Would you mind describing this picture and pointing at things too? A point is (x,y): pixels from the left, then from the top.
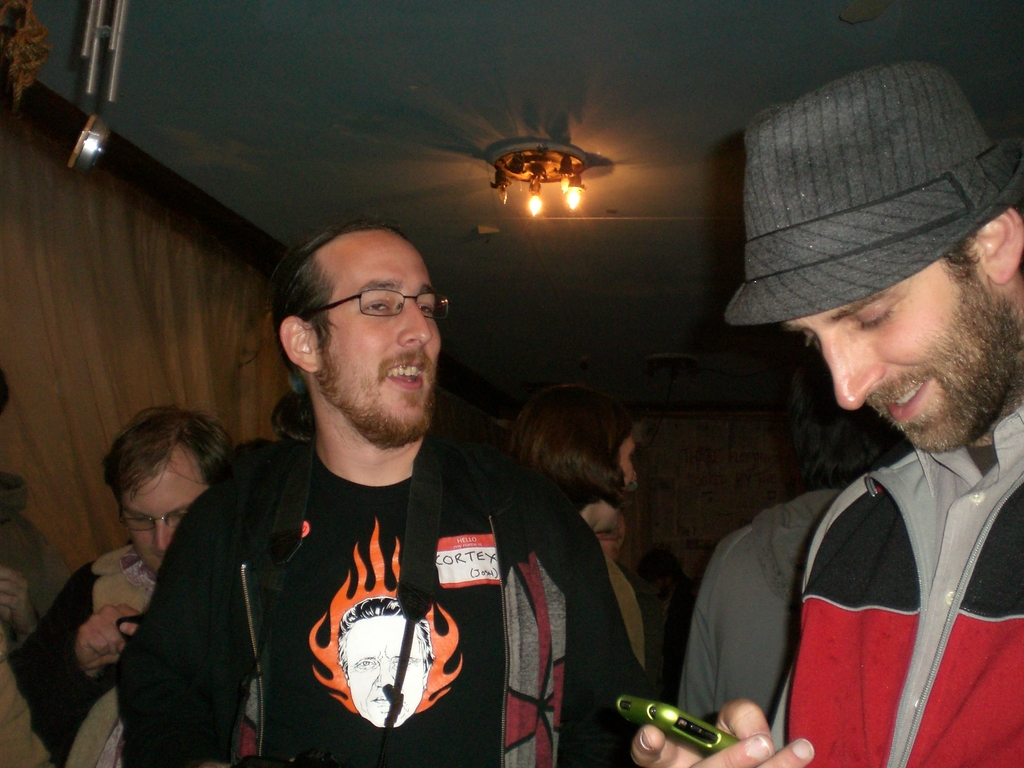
In this picture we can see some people (401,563) and a man (895,307) wore a cap (893,117), holding a mobile (669,704) with his hand (738,764) and smiling and in the background (532,207) we can see the lights (572,204), wall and some objects (96,69).
